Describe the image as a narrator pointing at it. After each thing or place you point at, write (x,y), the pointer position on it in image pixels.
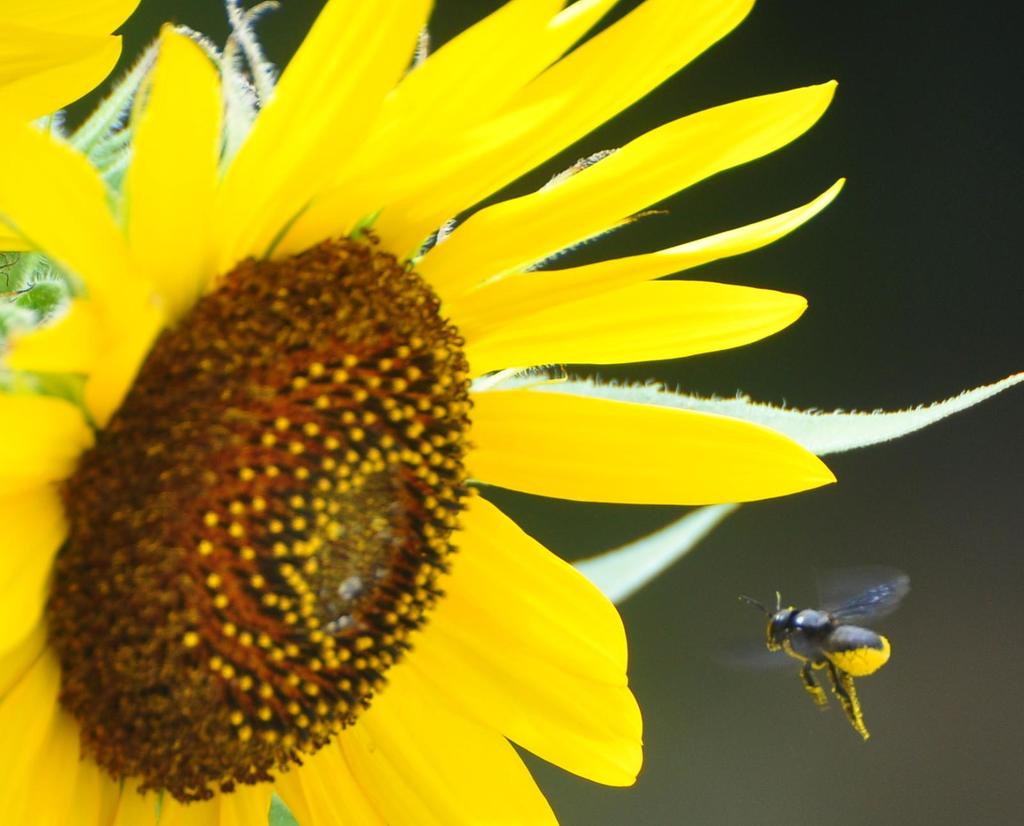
In this image in the front (356,390) there is a flower (428,521) and there is a bee (816,652).
